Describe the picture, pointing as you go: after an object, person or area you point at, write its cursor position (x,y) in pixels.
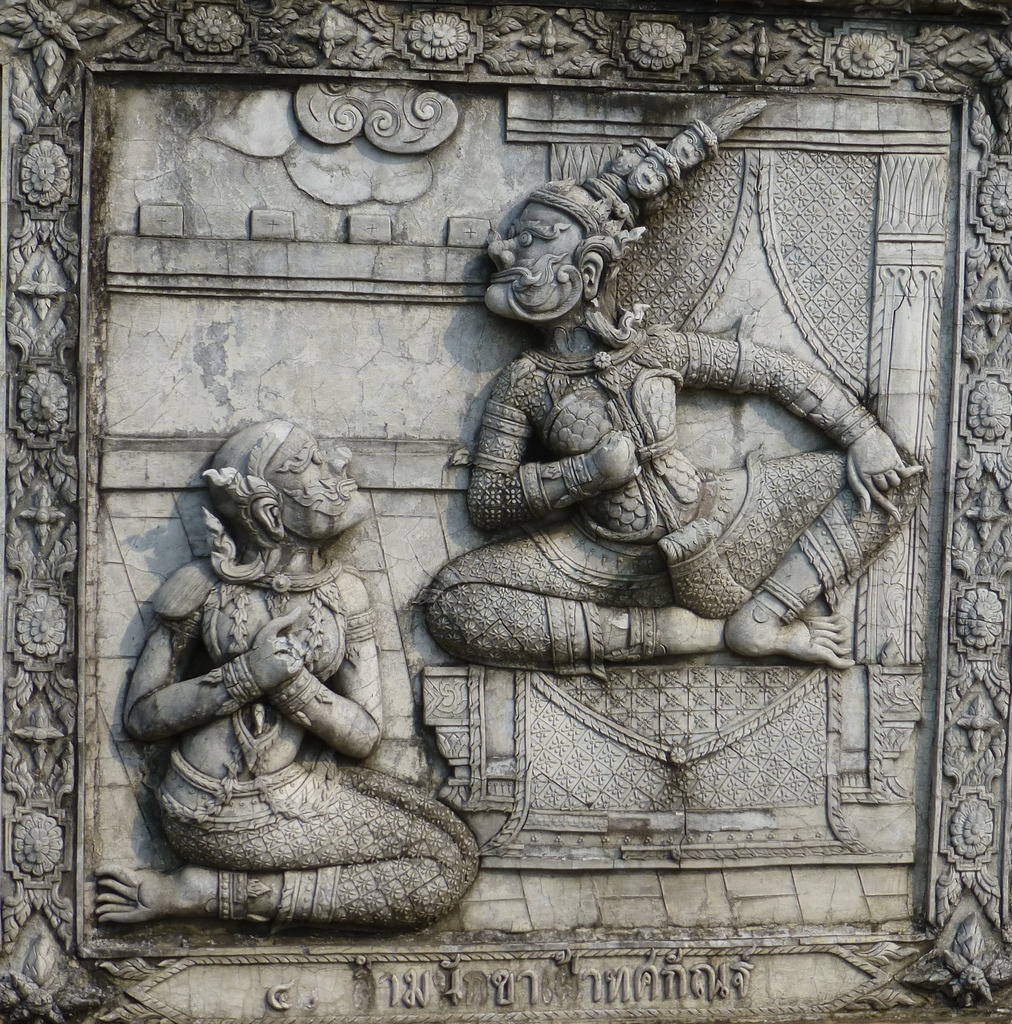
In this image there are sculptures (294,643) on the wall (501,332).
